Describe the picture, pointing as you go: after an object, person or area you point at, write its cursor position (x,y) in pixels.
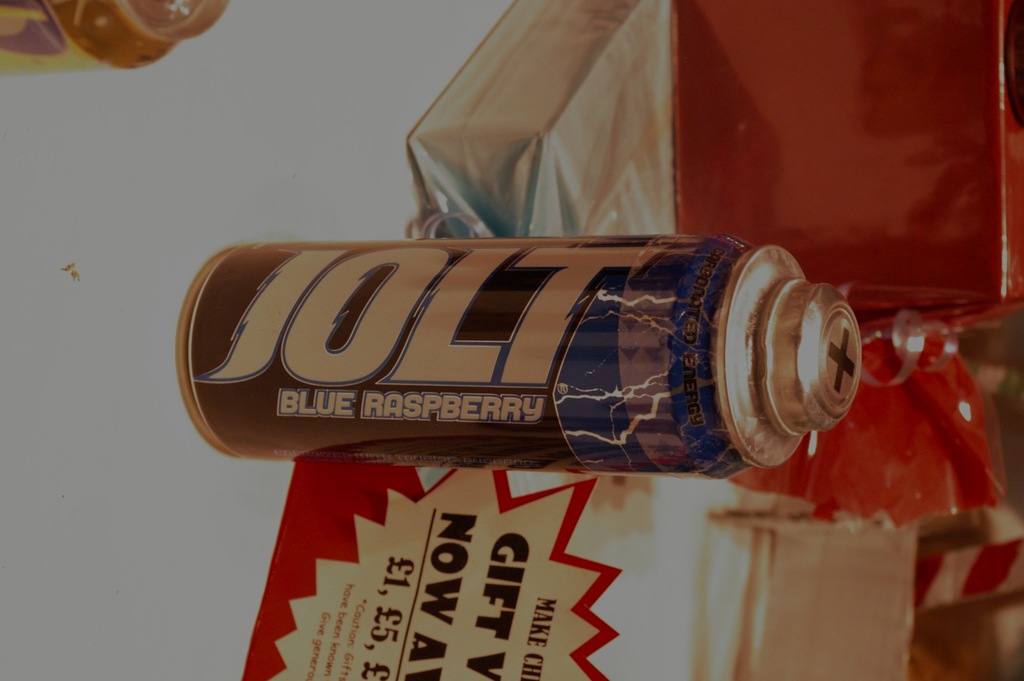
In this image, we can see some objects (611,310) like a tin (561,299) and a few boxes (782,58) on the surface (166,371).
